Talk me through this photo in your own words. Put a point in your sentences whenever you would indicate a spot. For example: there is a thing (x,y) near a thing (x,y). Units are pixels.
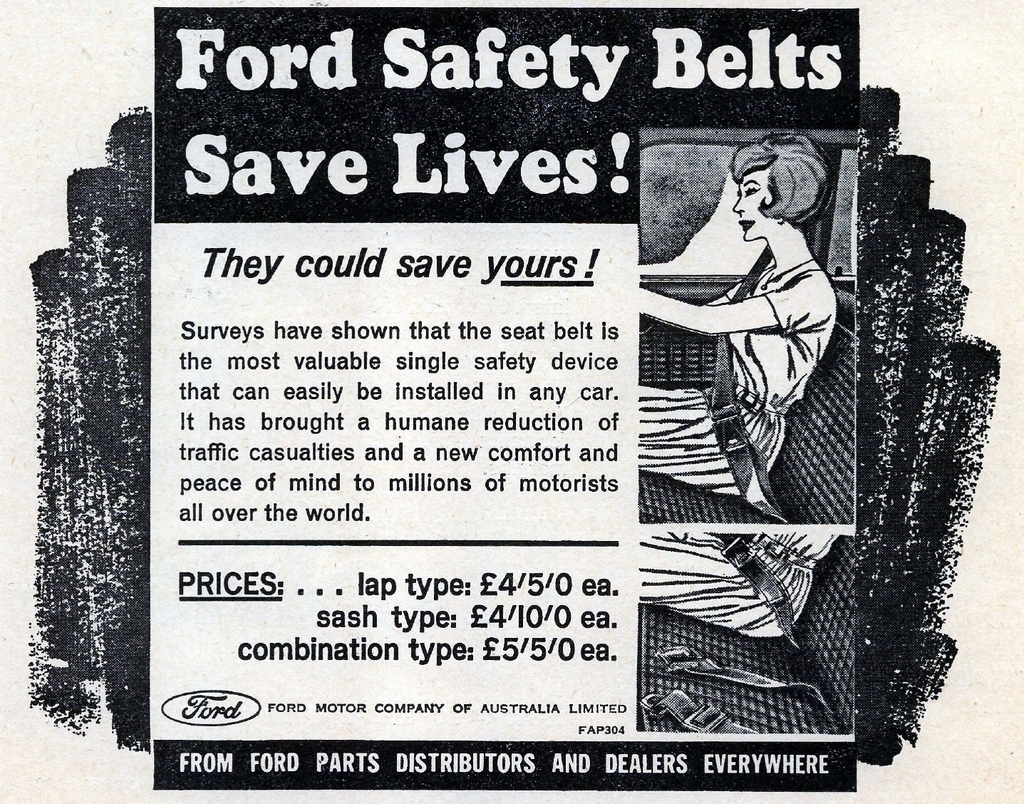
This image is like a poster. On the right side of the image (760,313) a lady (751,313) is sitting. In the background of the image (405,629) we can see some text (396,486).
